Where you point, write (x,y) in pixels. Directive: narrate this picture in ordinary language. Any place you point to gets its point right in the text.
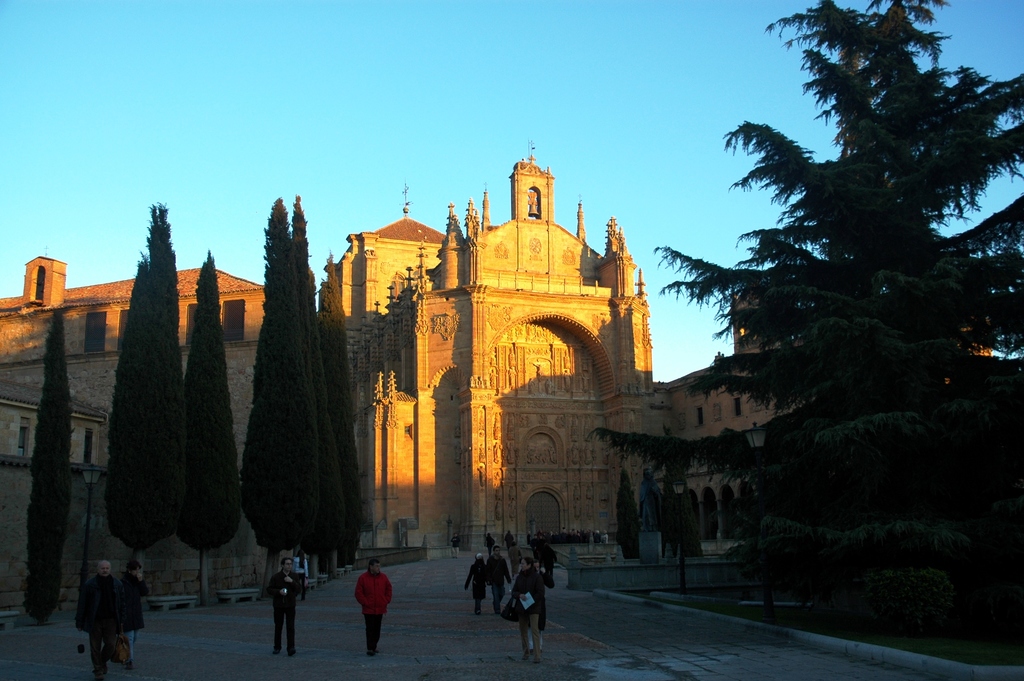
In this image we can see the outside view of the church (485,426). We can also see the buildings (177,557) and also trees (308,389). At the top (345,70) there is sky (335,43) and at the bottom (404,570) we can see a few people (514,561) walking on the path (476,621).
